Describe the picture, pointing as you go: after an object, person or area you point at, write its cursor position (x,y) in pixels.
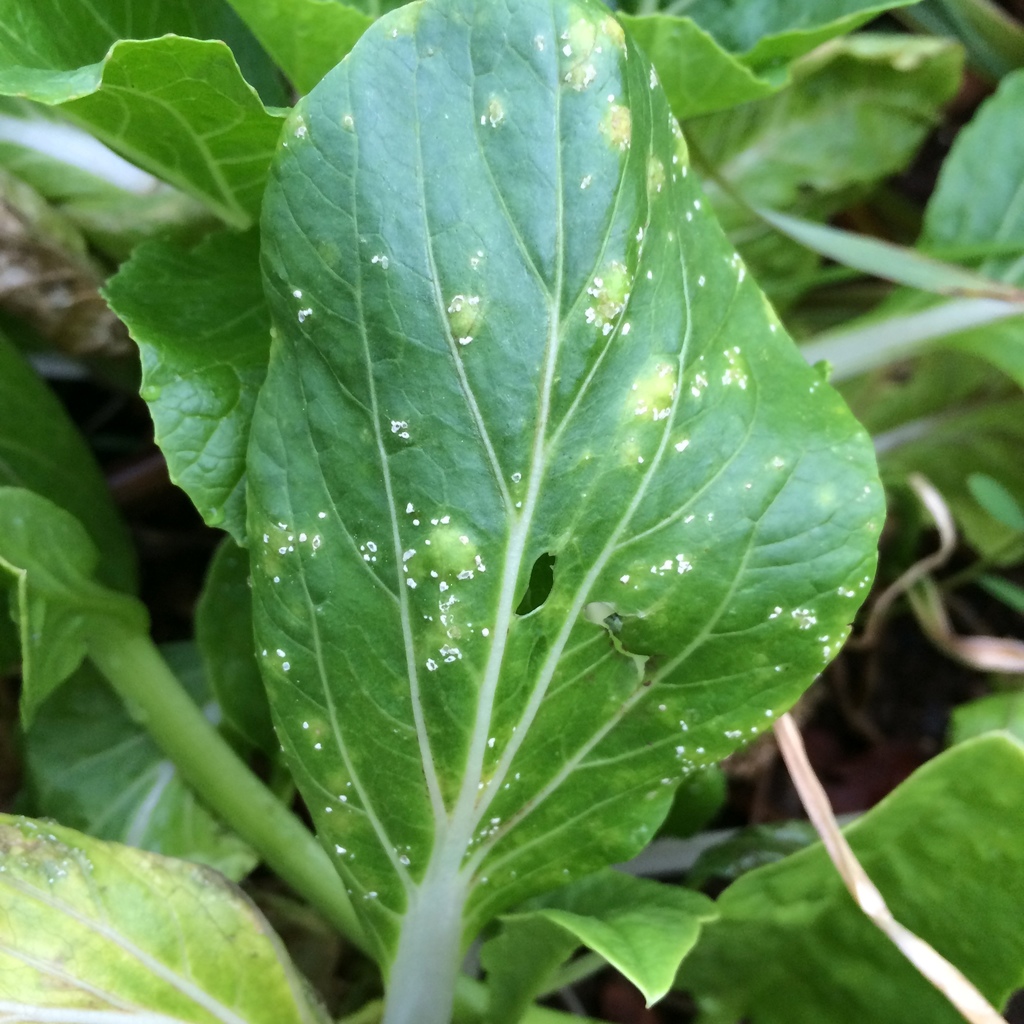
In this image we can see a leaves (557,723) of a plant (740,576).
